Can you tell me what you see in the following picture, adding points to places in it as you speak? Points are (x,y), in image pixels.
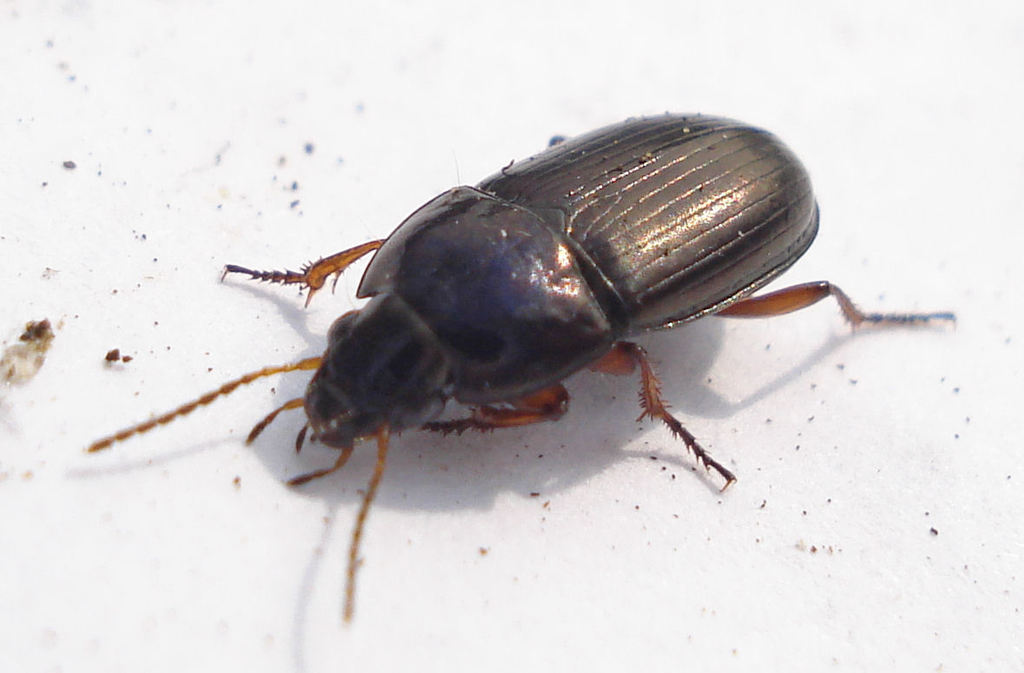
In this image, we can see a beetle (490,180) on the white surface (174,248).
